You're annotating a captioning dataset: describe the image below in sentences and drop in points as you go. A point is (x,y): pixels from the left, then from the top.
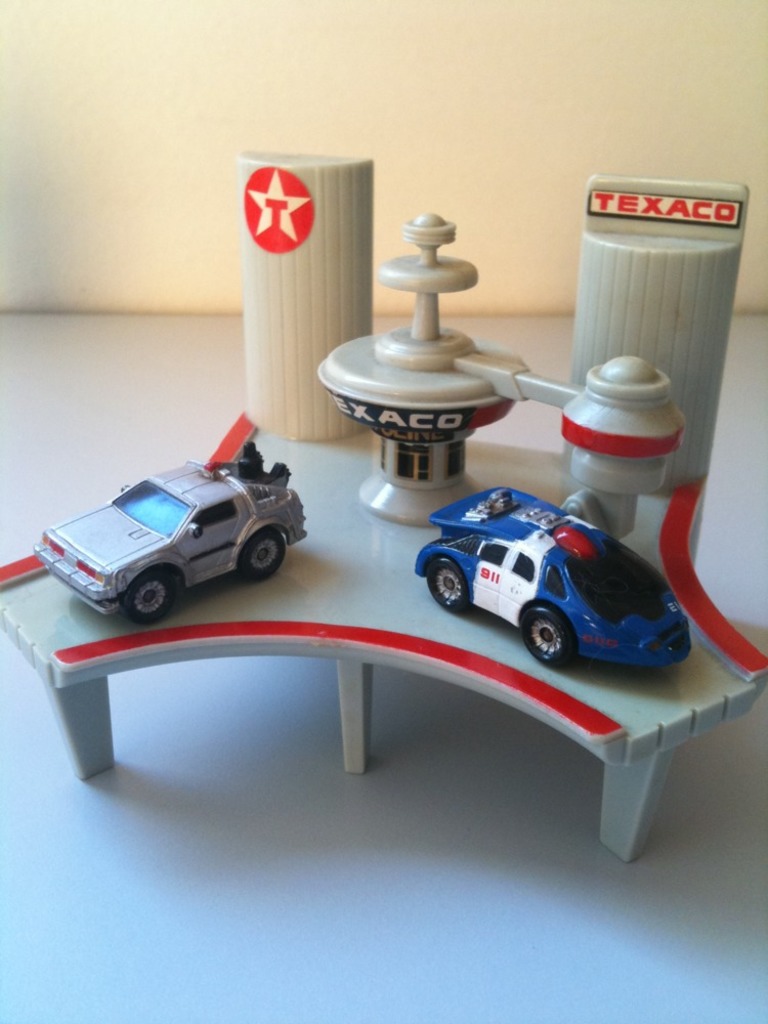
This image consists of toys (377,517). In the front (530,626), there are two cars (513,615). At the bottom (357,937), there is a floor (355,936). In the background (210,74), there is a wall (630,41).
